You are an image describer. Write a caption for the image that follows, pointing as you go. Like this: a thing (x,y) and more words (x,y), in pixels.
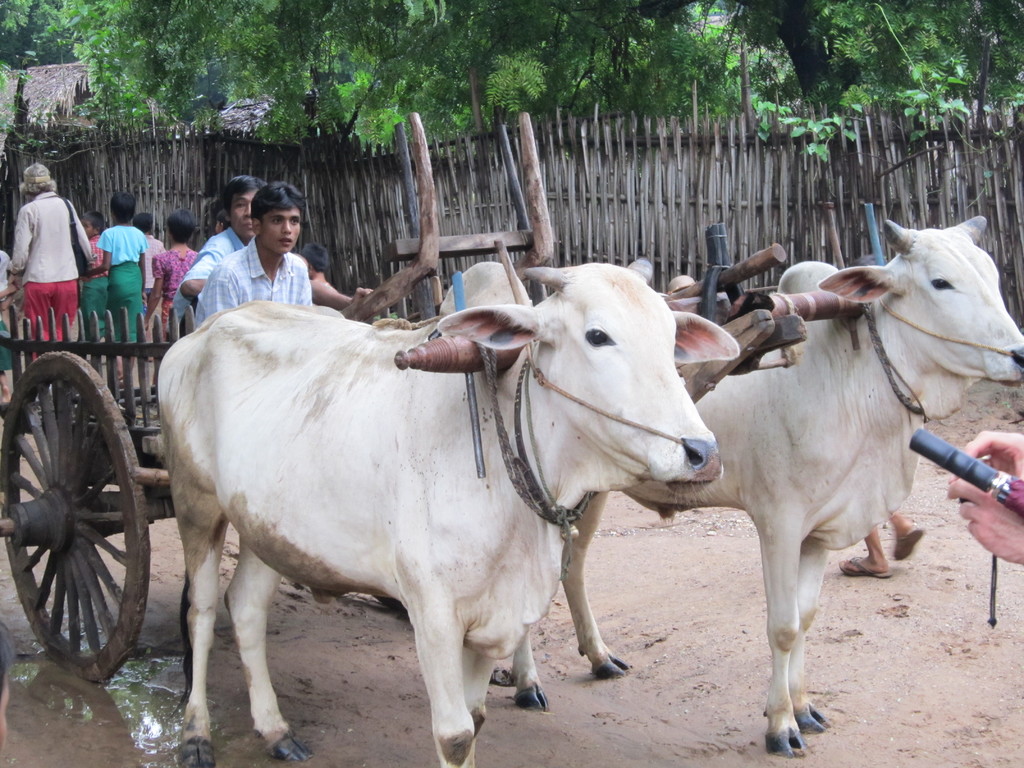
In this picture we can see a bullock cart (419,572) on the ground (635,627), here we can see people (49,304) and in the background (603,249) we can see a fence (594,236), trees (872,28), huts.
